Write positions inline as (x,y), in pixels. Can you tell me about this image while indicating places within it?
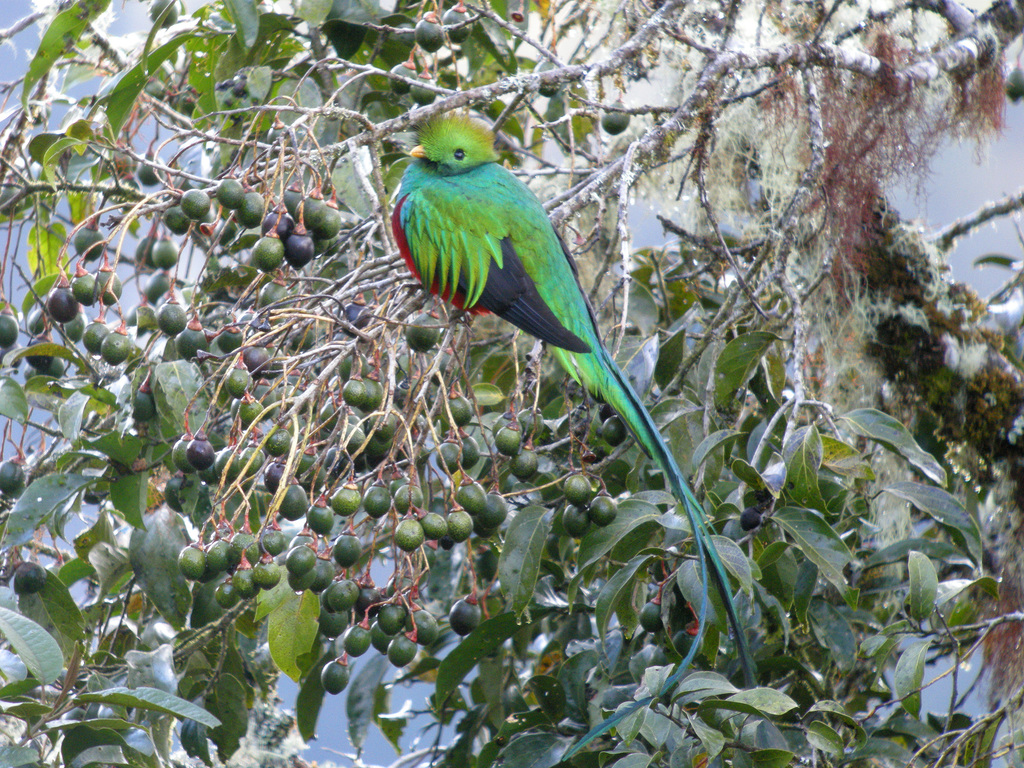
In this image there is a tree (427,95) with fruits (318,218), and there is a bird (446,260) standing on the stem (425,304) of the tree (427,322).
